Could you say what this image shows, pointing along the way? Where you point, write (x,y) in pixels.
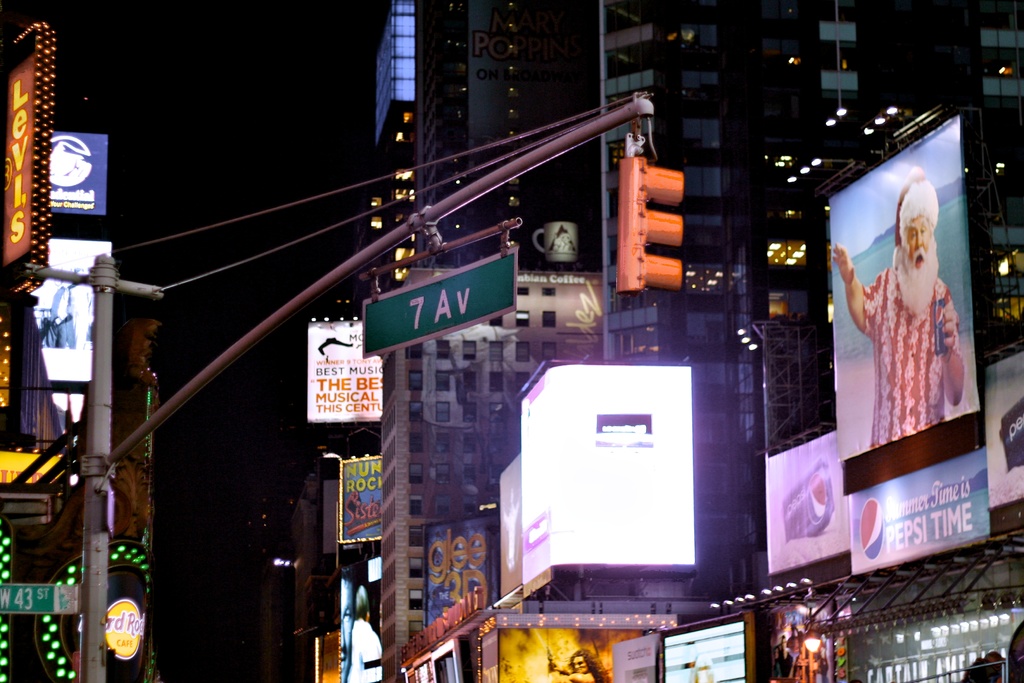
This picture is clicked in the city. On either side of the picture, we see the buildings (35,334) and the hoarding boards (73,359). On the left side (99,611), we see a pole (90,674) and a traffic signal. We even see a board (6,599) in green color with some text (420,312) written on it. In the middle (348,379), we see a board (352,408) in white color with some text (343,394) written on it. In the background (568,92), we see the buildings (668,84). In the background (104,65), it is black in color. This picture is clicked in the dark.
